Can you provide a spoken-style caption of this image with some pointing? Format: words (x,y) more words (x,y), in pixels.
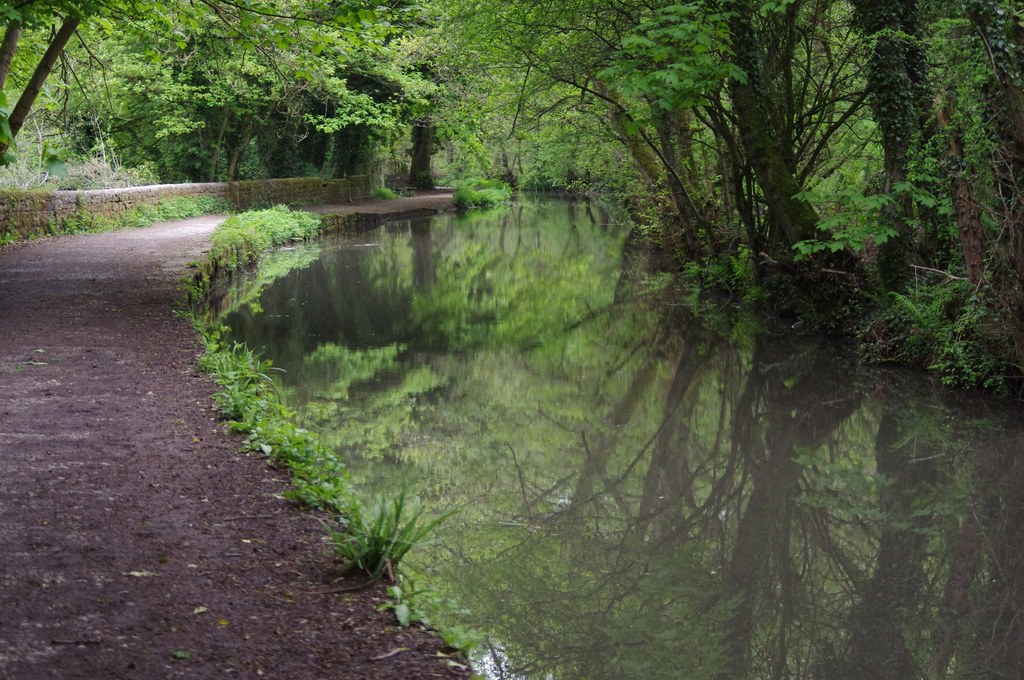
This picture is clicked outside. On the right (877,430) there is a water body (610,354) and we can see the trees (715,155) and plants (206,202). On the left (154,244) there is a path (99,258). In the background (64,99) we can see the trees (111,147).
